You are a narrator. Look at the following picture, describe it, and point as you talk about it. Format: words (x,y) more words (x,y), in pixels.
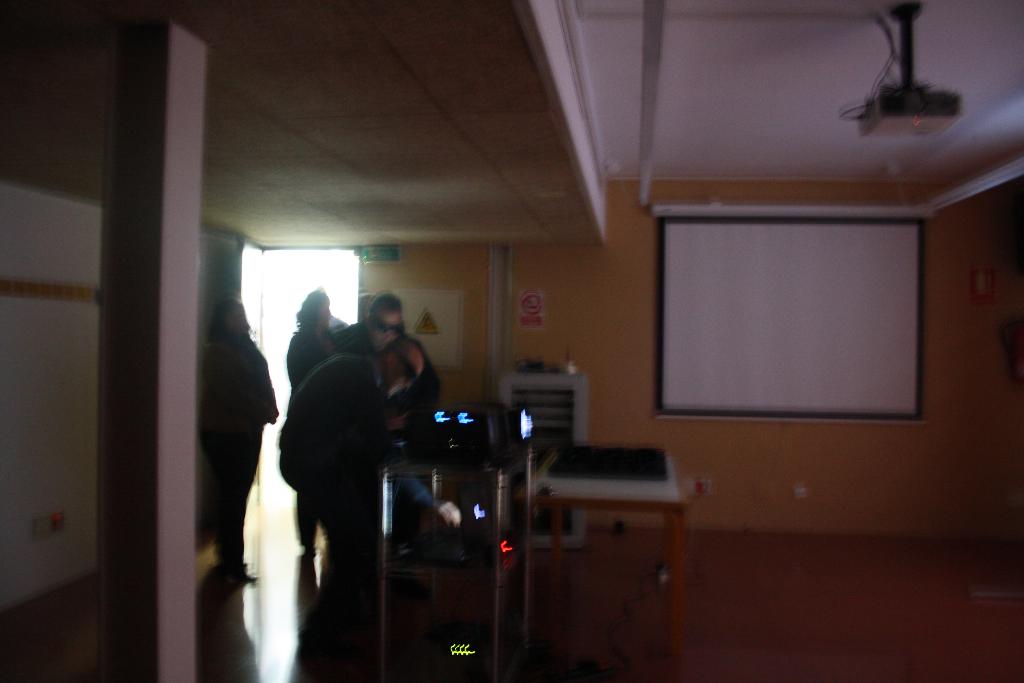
This picture describes about group of people (325,387) and we can see a projector (883,125) and a projector screen (770,310).
